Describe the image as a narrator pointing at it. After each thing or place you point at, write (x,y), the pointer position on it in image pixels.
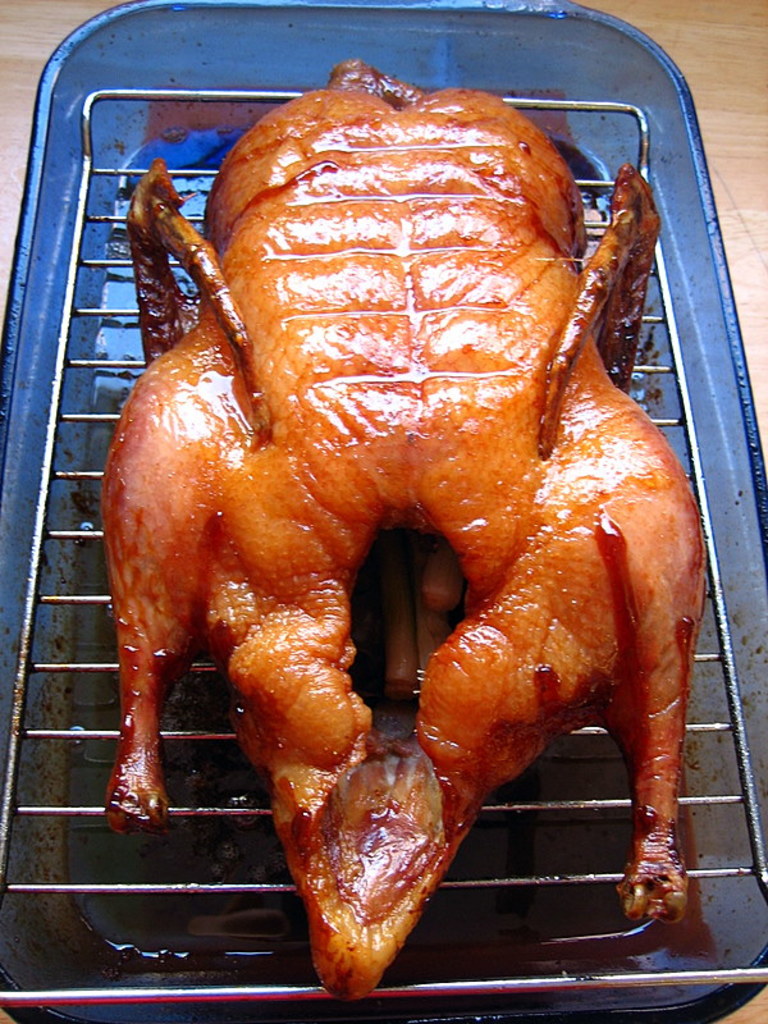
In the center of the image (300,656) we can see duck (300,656) on the grill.
